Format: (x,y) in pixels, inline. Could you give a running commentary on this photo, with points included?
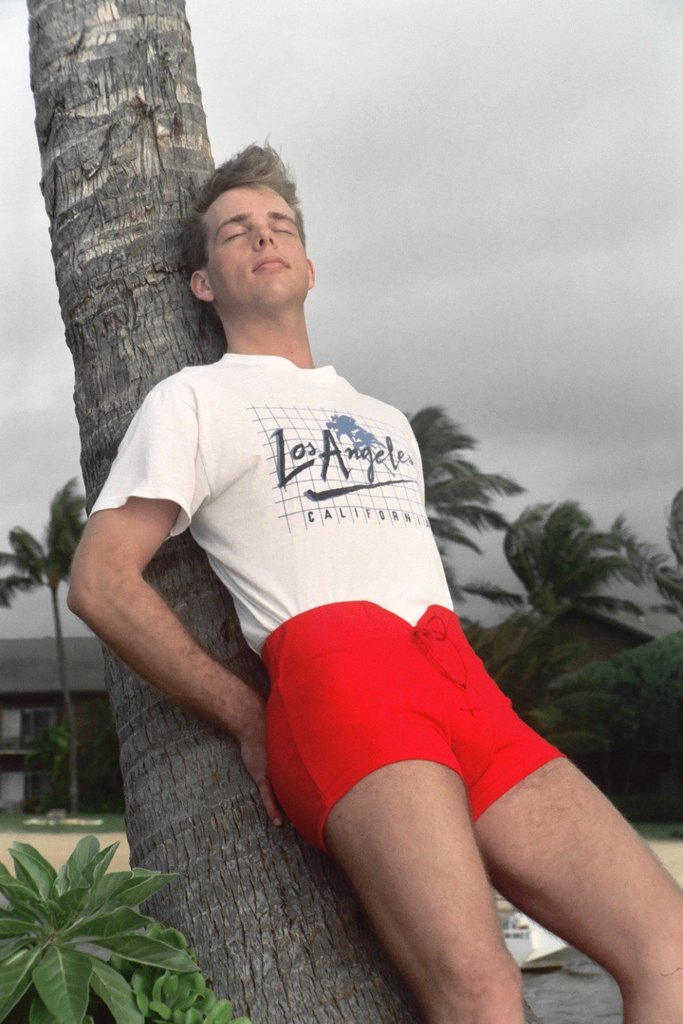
In this image we can see a man (451,763) is lying on a tree trunk (190,581) and there are plants (182,976). In the background (102,664) we can see trees (647,667), house (58,722), roof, objects (523,929) and clouds (340,271) in the sky (332,335).
